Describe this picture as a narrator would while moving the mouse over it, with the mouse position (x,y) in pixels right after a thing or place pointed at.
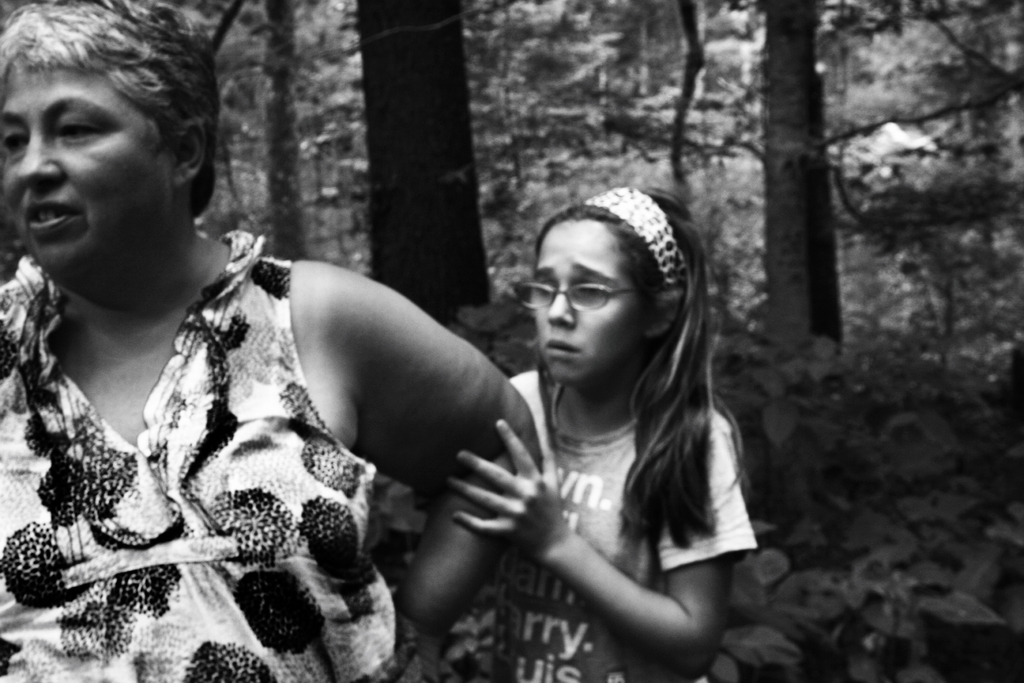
In the center of the image (470,450) we can see two persons (300,529) are standing. Among them, we can see a girl (522,523) is wearing glasses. In the background (547,203), we can see trees (422,204).
